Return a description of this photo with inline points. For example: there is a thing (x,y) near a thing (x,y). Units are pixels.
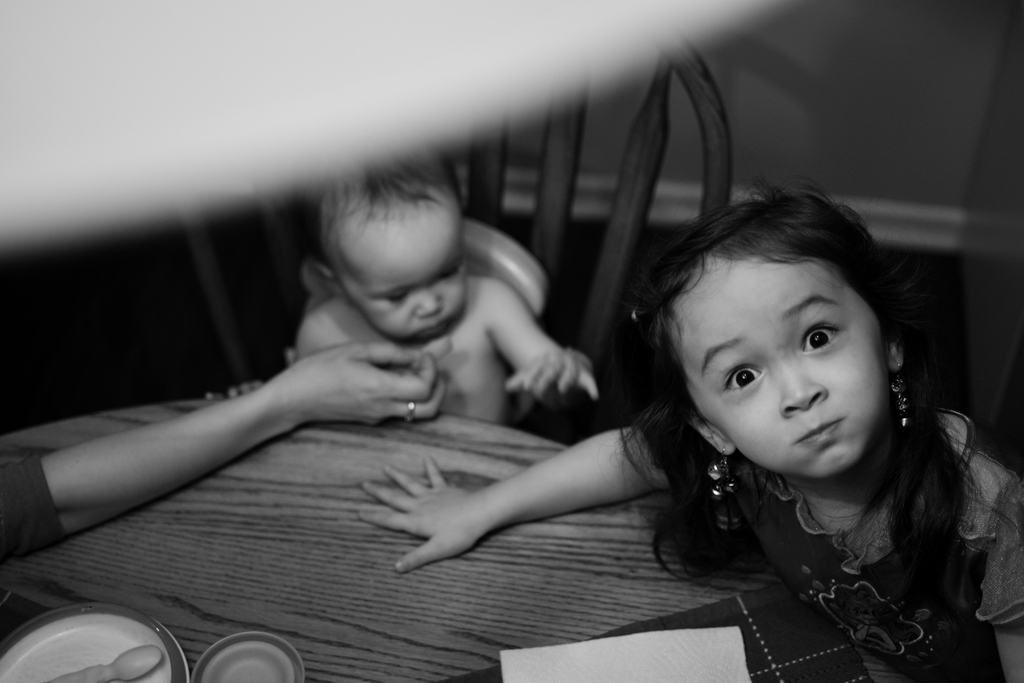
In this picture we can see a child (418,321) sitting on a chair (606,251), girl (784,368), cloth (792,632), plate (150,631), tissue paper (528,661), some objects (291,673) and a person's hand (222,457) on the table (324,527). In the background (857,89) we can see the wall (838,94).
